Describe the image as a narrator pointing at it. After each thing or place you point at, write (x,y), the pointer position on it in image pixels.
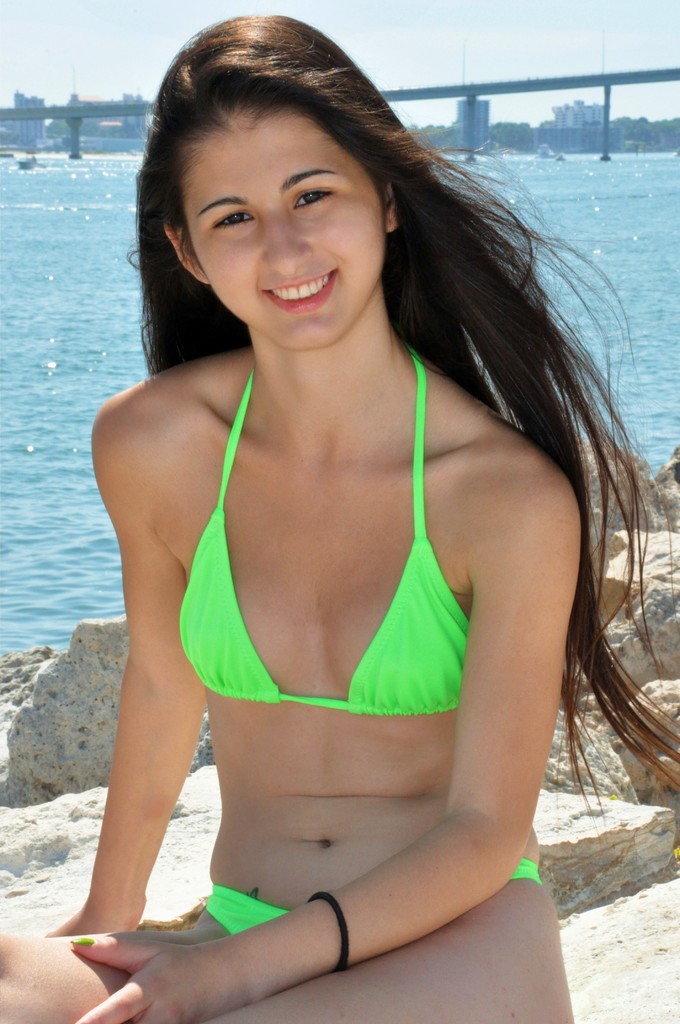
Here we can see a woman (402,249) and she is smiling. In the background (114,364) we can see water (43,215), rocks (669,579), bridge (399,91), buildings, and sky (559,56).
